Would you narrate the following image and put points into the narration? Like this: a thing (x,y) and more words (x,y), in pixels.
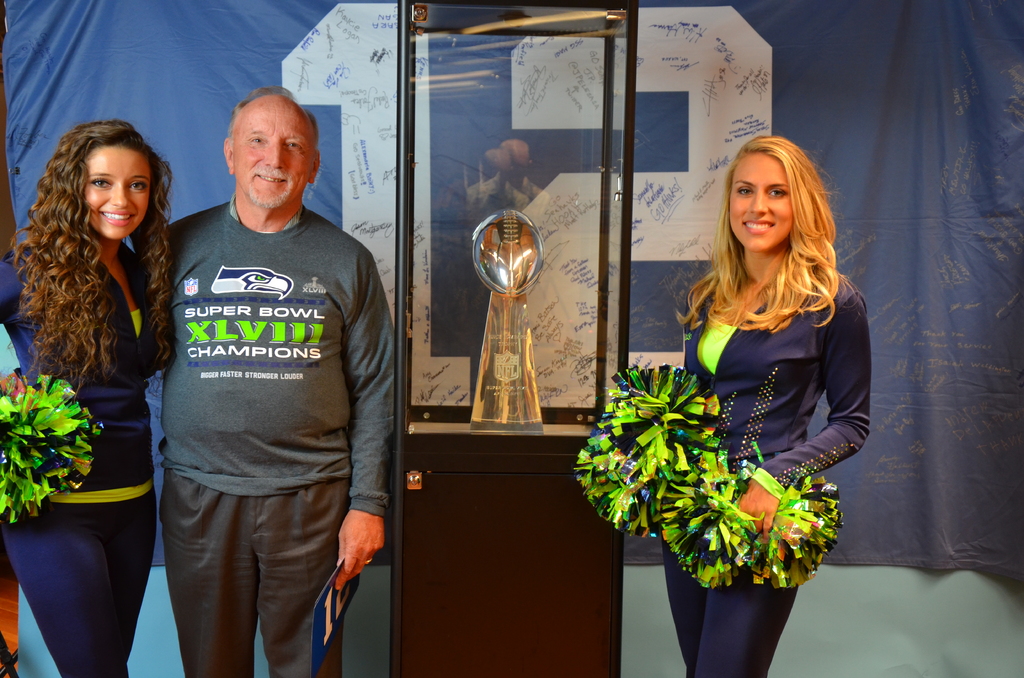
In this picture we can see a man (307,313) and two women (786,390) are standing and smiling, these two women (144,345) are holding cheer poms (614,483), we can see a glass box (465,391) in the middle (519,382), there is a trophy (516,355) in the box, in the background (889,122) it looks like a cloth (887,234), we can see handwritten text (380,56) on the cloth (335,142).
